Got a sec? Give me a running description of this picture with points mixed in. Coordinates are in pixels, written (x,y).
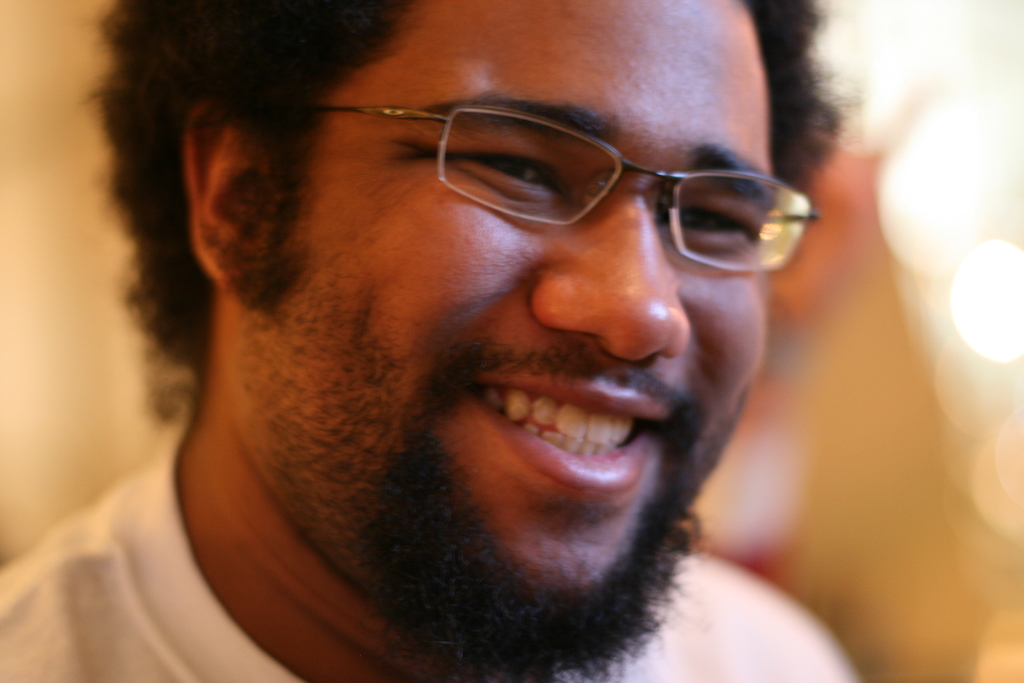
There is a man (416,236) in the center of the image (497,308) wearing glasses (711,218) and the background (987,262) is blurry.
